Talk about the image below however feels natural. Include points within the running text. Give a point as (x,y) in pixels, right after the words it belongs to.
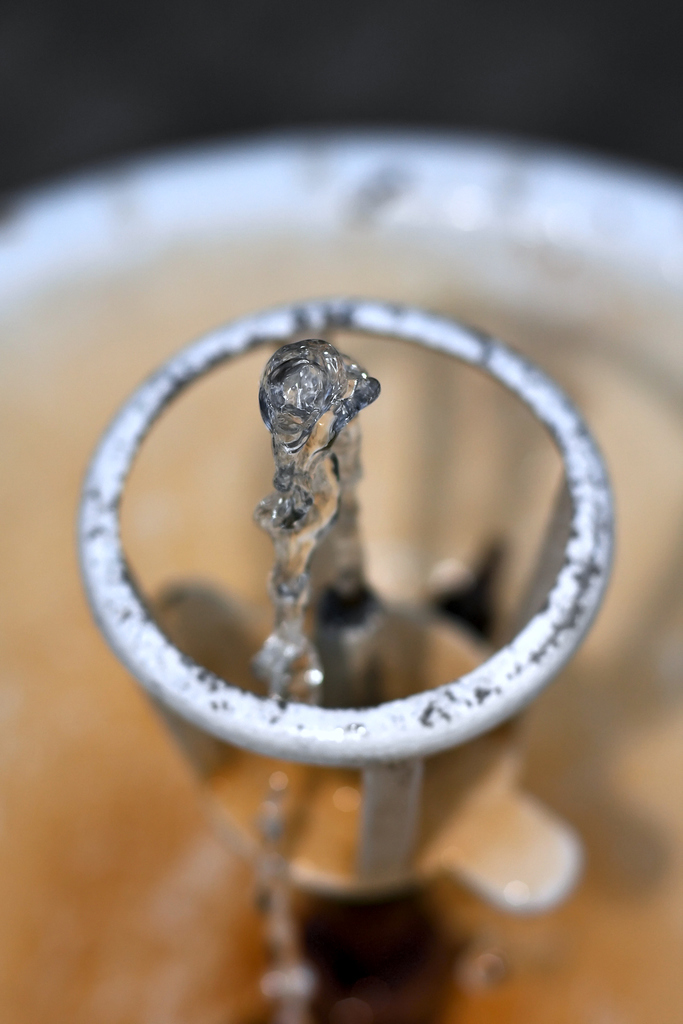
This is a zoomed in picture of a water fountain (309,596).
